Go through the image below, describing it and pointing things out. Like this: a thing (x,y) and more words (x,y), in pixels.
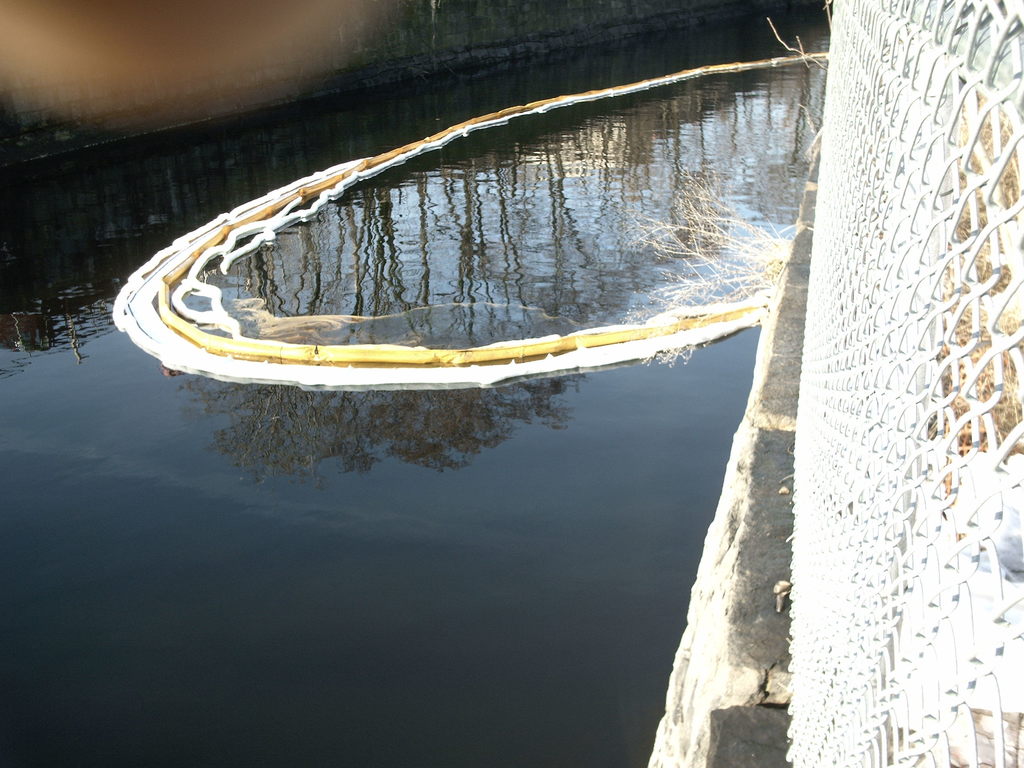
In this image there is a wall (526,32) towards the top of the image (147,95), there is a light rays (209,48) towards the top of the image (61,64), there is water (377,329) towards the left of the image (234,391), there is an object (613,333) on the water (569,160), there are plants (755,230), there is a fence (944,252) towards the right of the image (882,360).
